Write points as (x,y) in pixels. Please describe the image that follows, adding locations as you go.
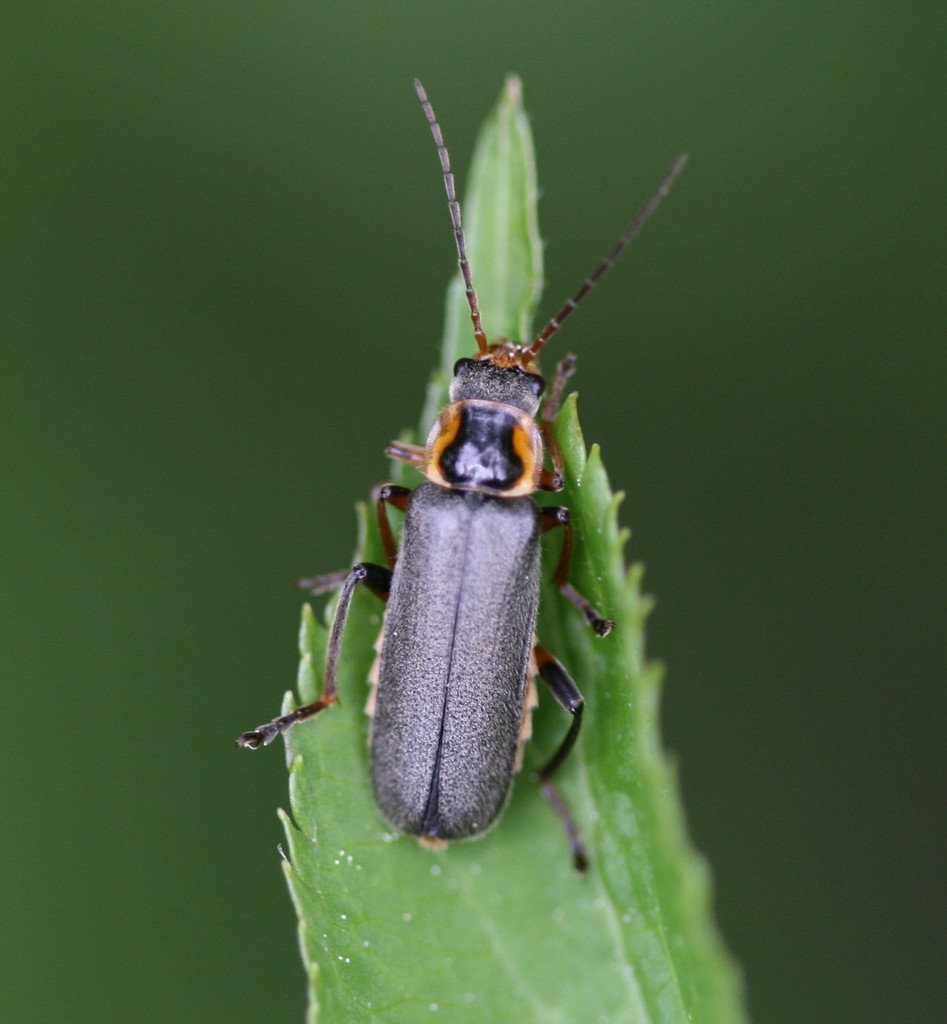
In this image there is an insect (530,731) on the leaf (528,882) and the background of the image (842,868) is green.
